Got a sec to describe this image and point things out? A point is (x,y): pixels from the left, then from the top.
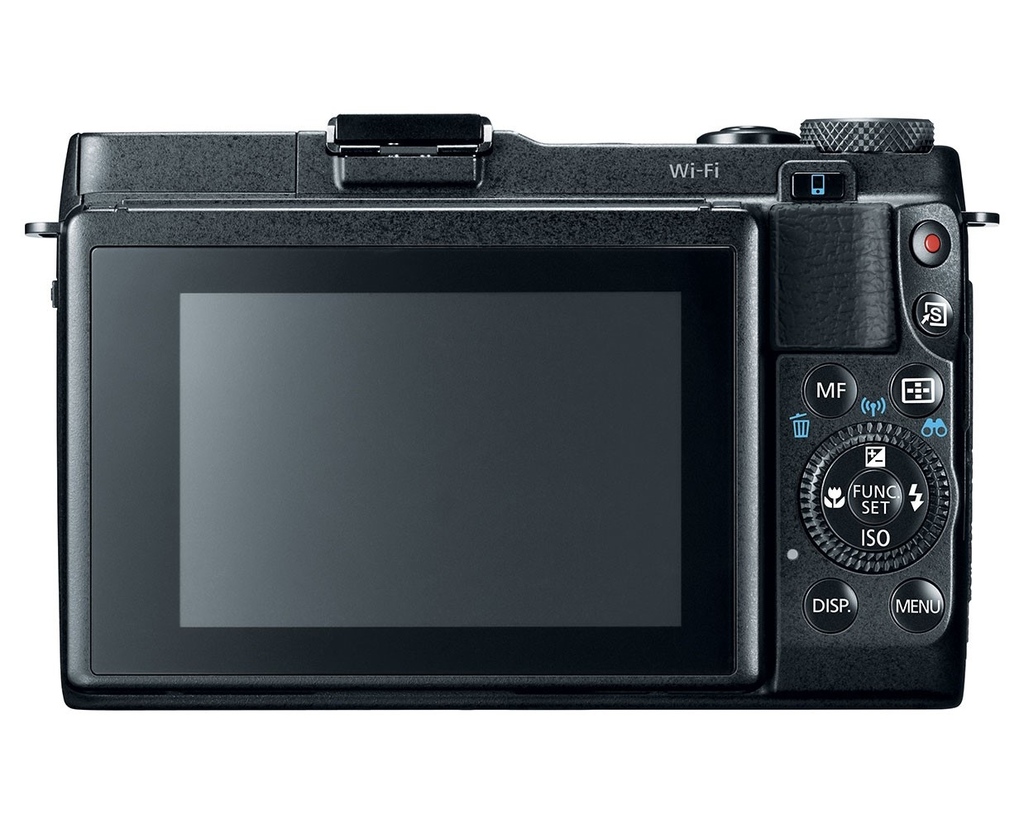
In this image there is a camera (397,450) having a display screen (576,500) and few buttons (940,485) on it. Camera (706,395) is black in colour. Background (363,30) is white colour.
